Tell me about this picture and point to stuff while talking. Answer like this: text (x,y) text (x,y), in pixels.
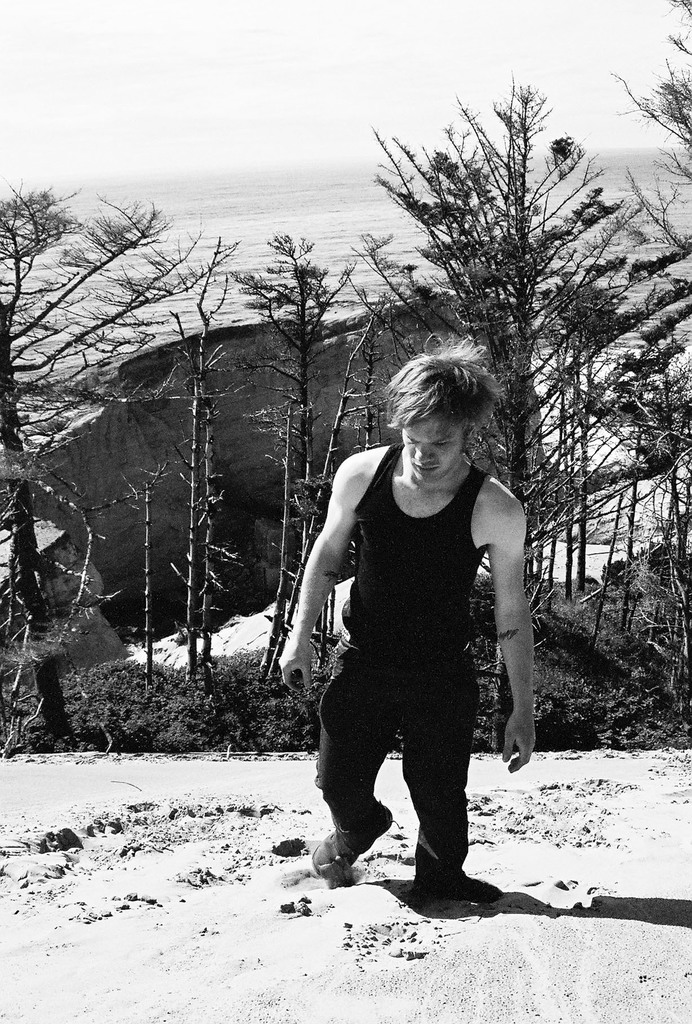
In this image I can see the person (390,618) standing on the sand (260,927). To the back of the person (384,525) I can see many trees (366,407) and the sky (546,31). And this is a black and white image.
